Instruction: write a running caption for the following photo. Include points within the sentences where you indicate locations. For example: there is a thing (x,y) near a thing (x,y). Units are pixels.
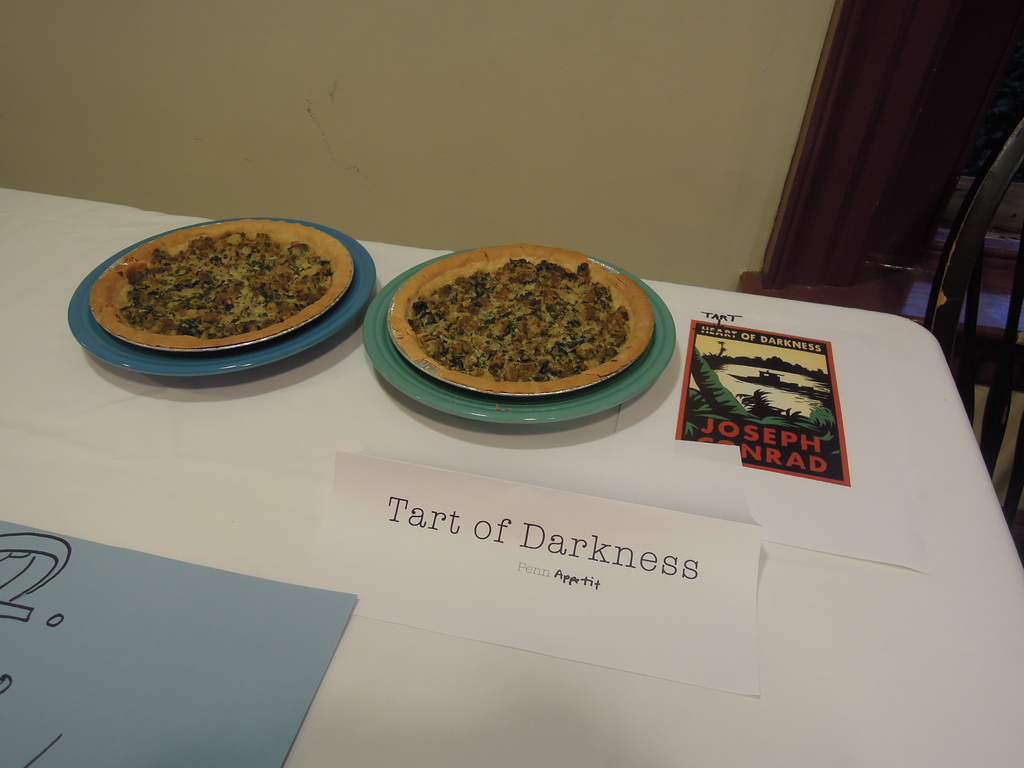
We can see plates (136,248) with tarts (302,303), poster (799,368), paper (658,525) and object (296,613) on the table (234,418). In the background (231,113) we can see wall (539,80), door (949,148) and chair (947,301).
